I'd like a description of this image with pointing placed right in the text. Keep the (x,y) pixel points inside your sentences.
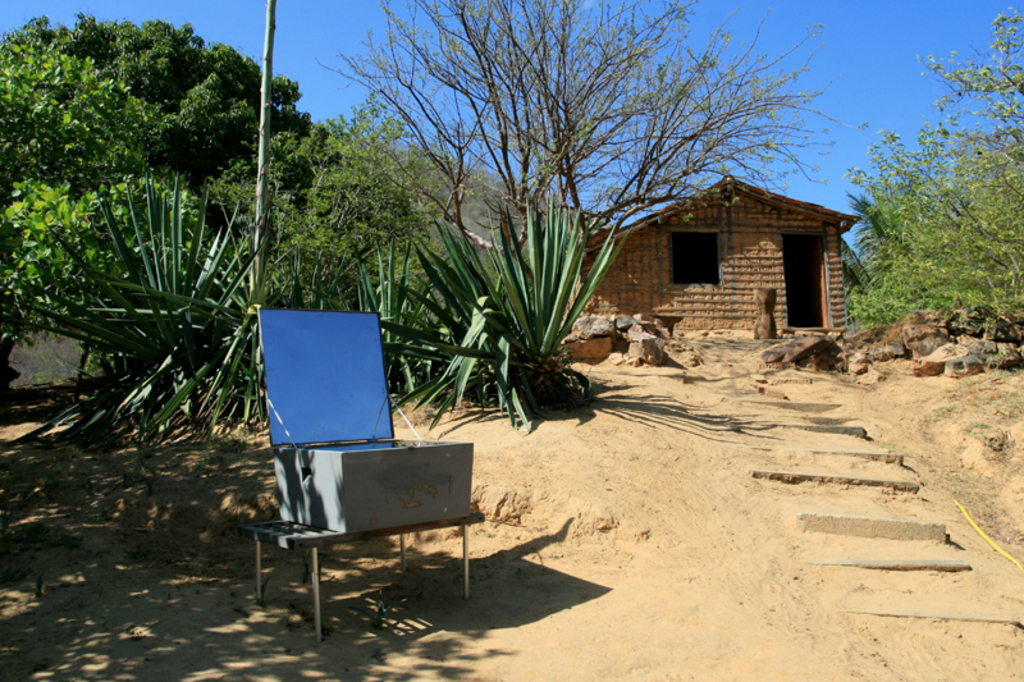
In this image I can see the ground (643,549), few stairs (827,425), few trees (184,119) which are green in color, a table (289,530) and on the table (309,526) I can see a box (349,415). I can see a house (752,214) which is brown in color and in the background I can see the sky (841,59).
